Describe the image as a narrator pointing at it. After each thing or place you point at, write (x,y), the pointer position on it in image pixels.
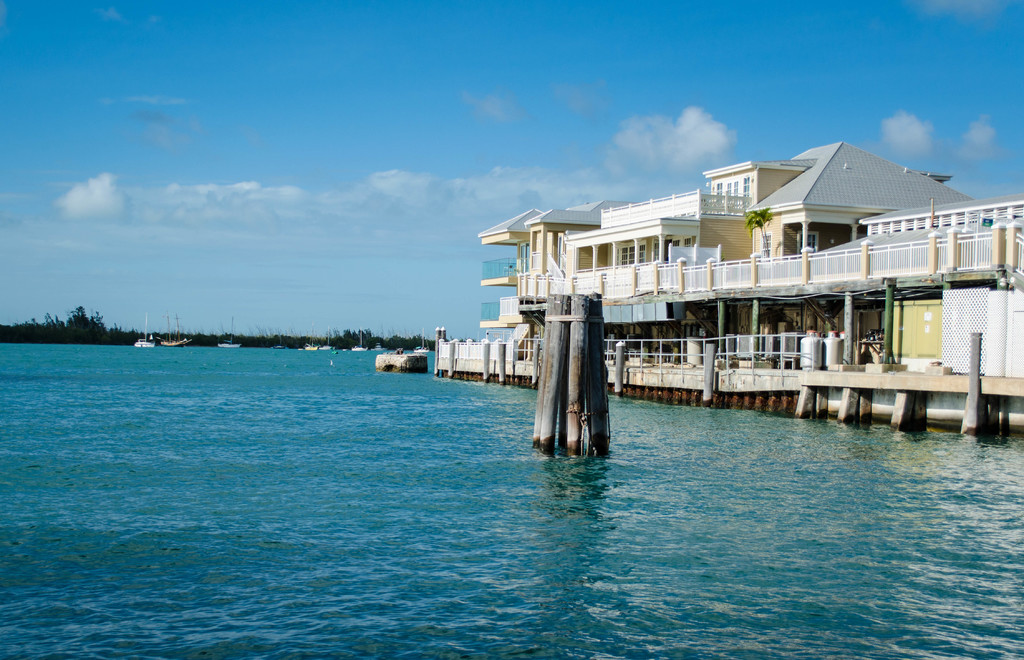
In this image on the right side (823,306) there are some buildings (655,301) and bridge (661,377), and in the center (561,342) there are some wooden sticks (547,380) at the bottom (187,483) there is a river (318,426). And in that river (193,350) there are some boats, in the background (94,330) there are some trees (202,337) and on the top of the image (335,117) there is sky (335,117).
